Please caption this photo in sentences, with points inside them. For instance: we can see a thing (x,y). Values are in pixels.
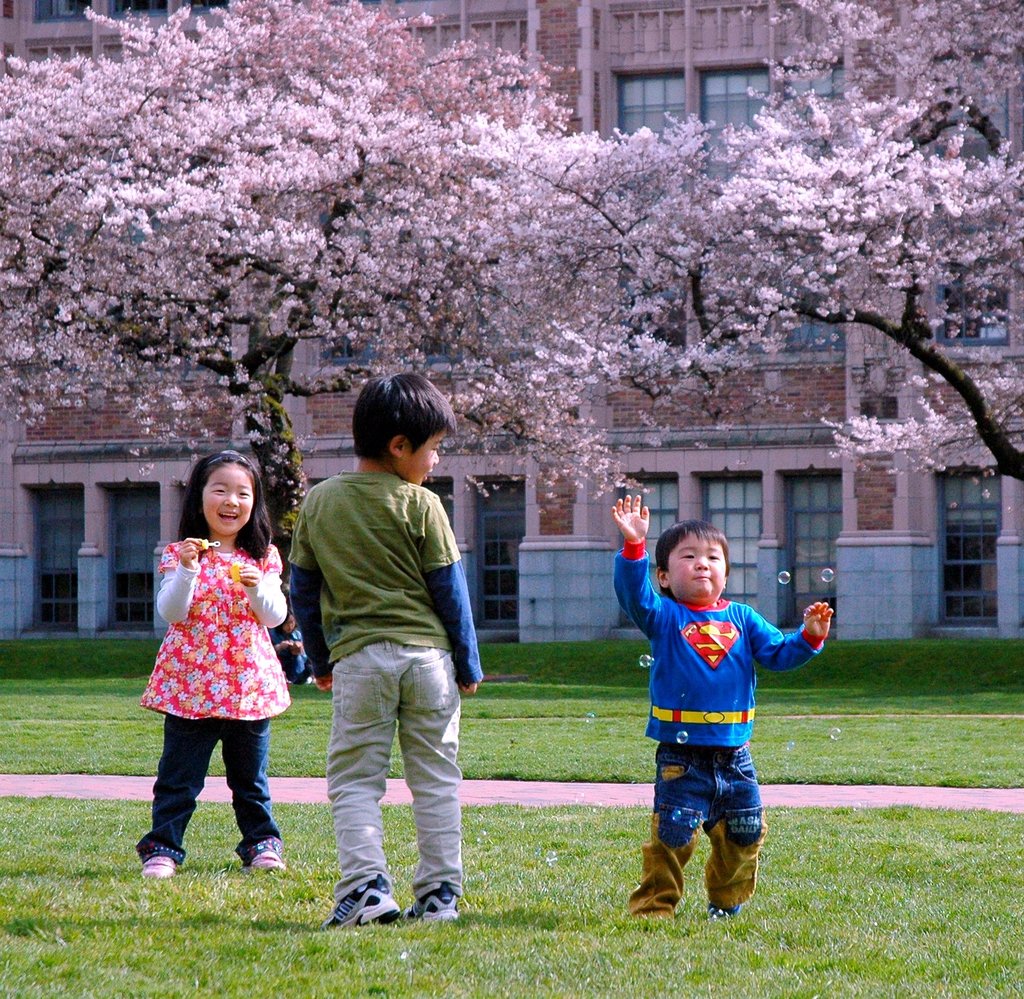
Here we can see three persons (659,901) on the ground (574,887). This is grass (670,942). In the background (109,552) we can see trees (524,284) and buildings (585,72).
